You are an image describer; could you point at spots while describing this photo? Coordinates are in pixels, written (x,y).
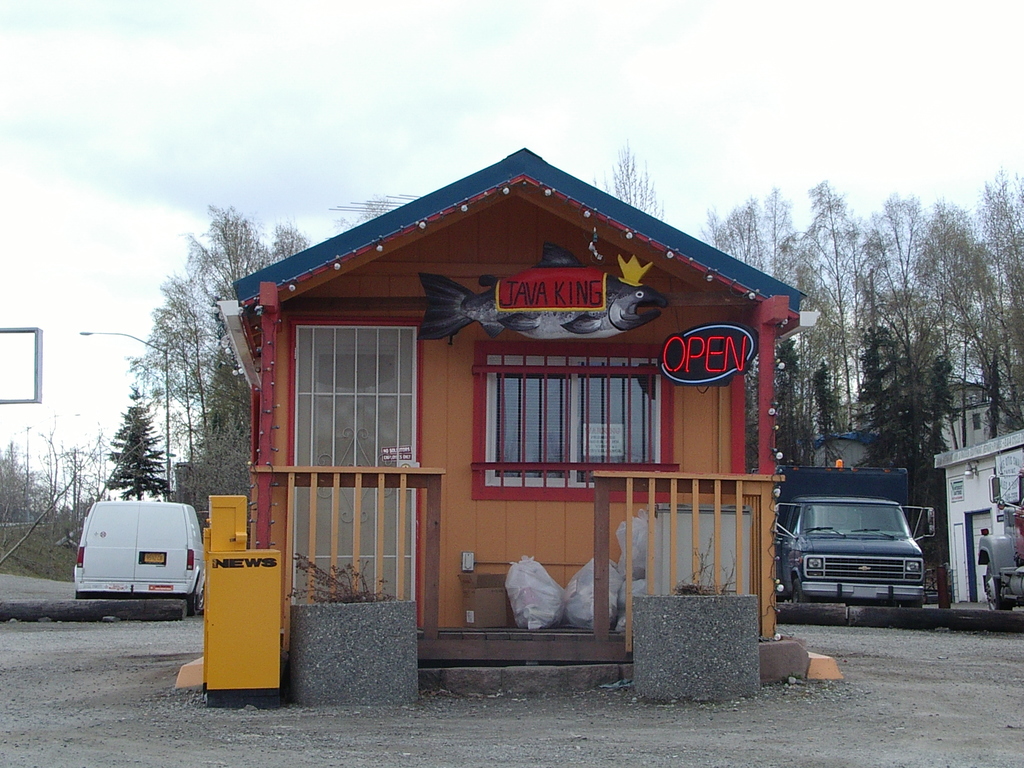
In this image we can see a building (464,453) with window (485,459) and door (412,406). Near to the building (365,399) there are packets (585,576). Also there are name boards (683,334). And there is a statue (526,314) of a fish (591,312). In the back (197,496) we can see vehicles (806,554), buildings (970,438) and trees (151,398). In the background (189,146) there is sky (461,113) with clouds (753,118).
